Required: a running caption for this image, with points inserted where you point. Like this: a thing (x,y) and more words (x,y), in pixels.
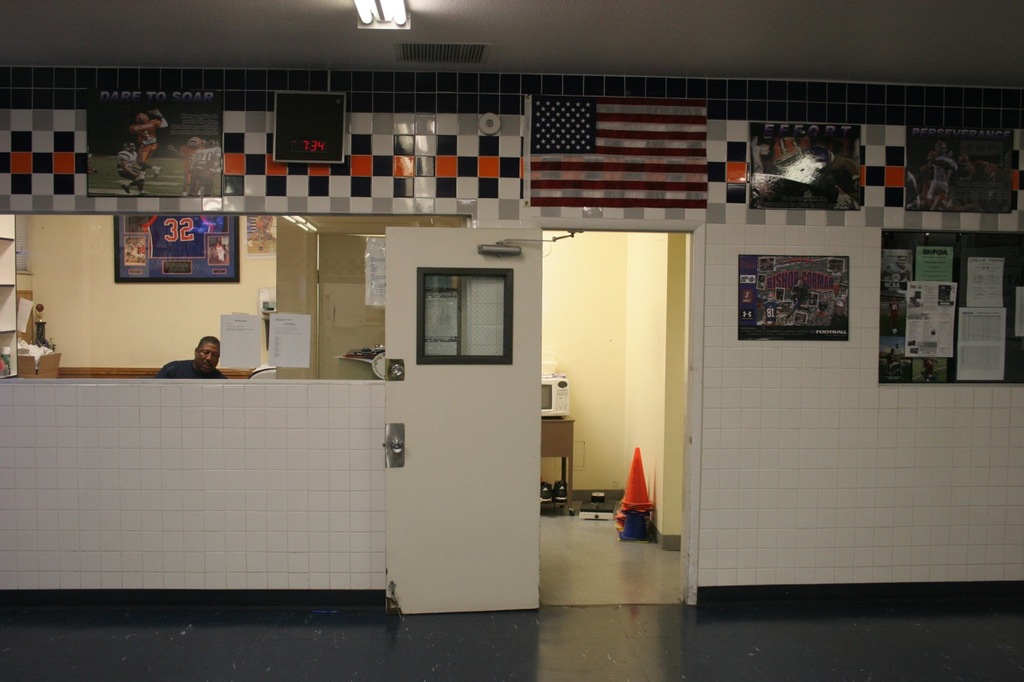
In the picture I can see a person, a wall (845,440) which has papers (902,379), boards (902,379) and some other objects (804,303) are attached, traffic cones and some other objects (566,451) on the floor (598,565). I can also see lights (400,13) on the ceiling (342,33).
